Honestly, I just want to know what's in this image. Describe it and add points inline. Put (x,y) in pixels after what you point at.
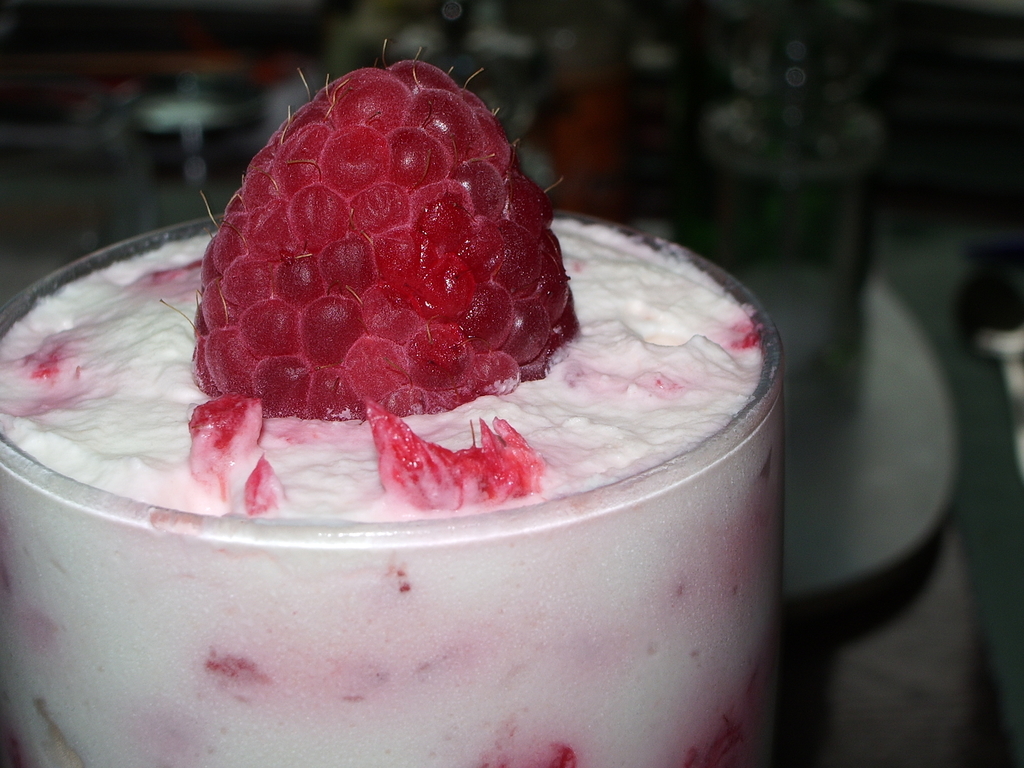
In the image we can see a glass (596,506). In the glass (11,479) there is something in the glass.
